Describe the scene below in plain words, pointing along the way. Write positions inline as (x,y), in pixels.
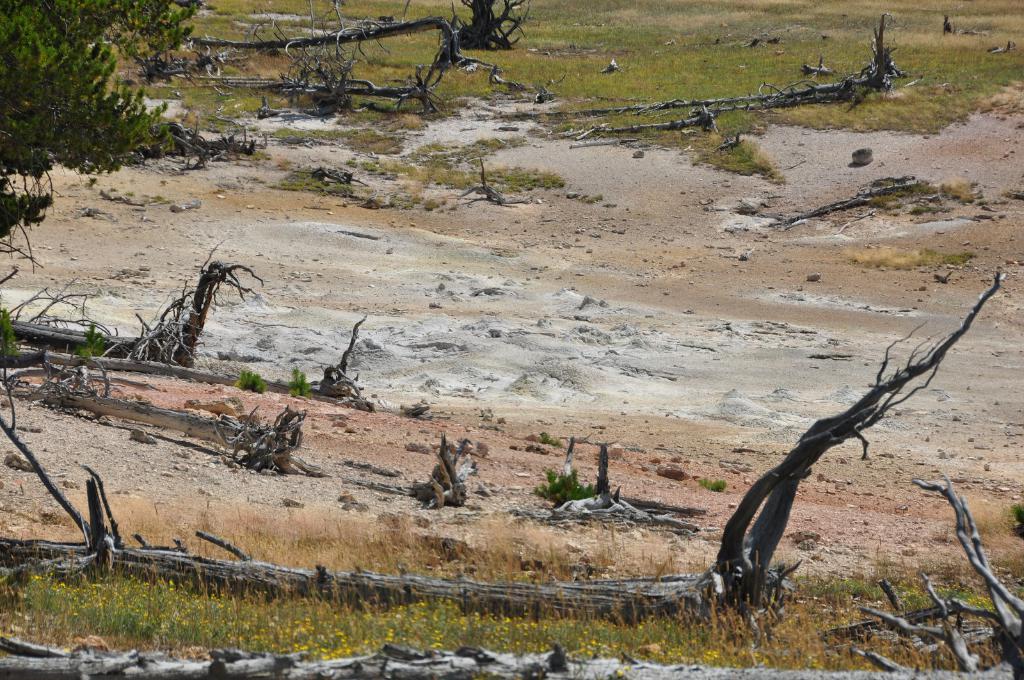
In this image, there are plants (69,43), barks (420,650), grass (586,634) and land (553,317).
